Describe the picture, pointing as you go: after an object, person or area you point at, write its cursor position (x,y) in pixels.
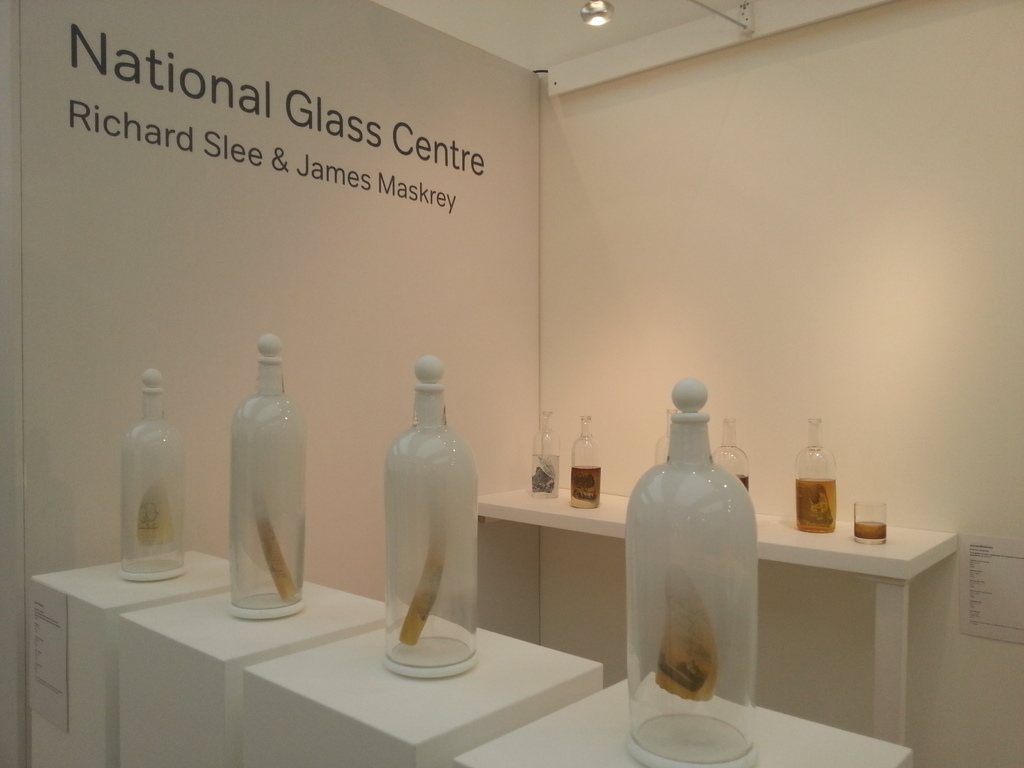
The picture is taken in a closed room (545,383) in which there are bottles (723,615) coming to the right corner of the picture (880,647) there is one table (596,531) on which glass (859,525) and bottles (741,463) are present and at the right corner of the picture (692,454) one stand (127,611) on that there is a bottle (715,687) and behind the bottle (726,677) there is a wall (525,139) in which it is in white and some text (407,142) written on it.
